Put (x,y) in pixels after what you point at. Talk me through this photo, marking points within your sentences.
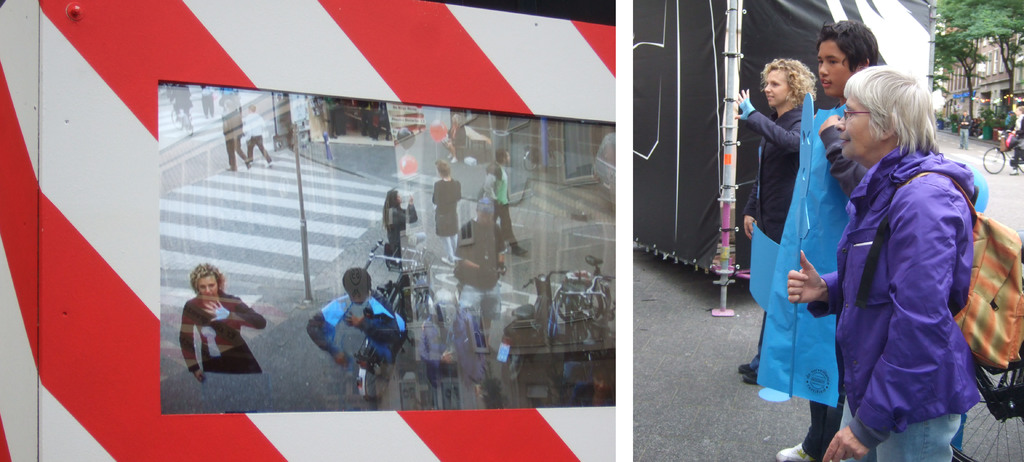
This looks like a collage image. I can see three people (831,171) standing. This looks like a tent (746,65), with a pole (730,76). I can see a person (1014,151) riding bicycle (993,159). These are the trees (958,32). At the right side of the image (997,413), that looks like a bicycle wheel (1016,424). I can see the reflection (431,192) of the people (451,232) walking and standing in the glass (397,298). These are the balloons (435,130). I can see the bicycles (553,312), which are parked. This is the pole (308,265). This looks like a zebra crossing (220,229) on the road (252,173). I think this is a kind of frame (238,44), which is red and white in color.
